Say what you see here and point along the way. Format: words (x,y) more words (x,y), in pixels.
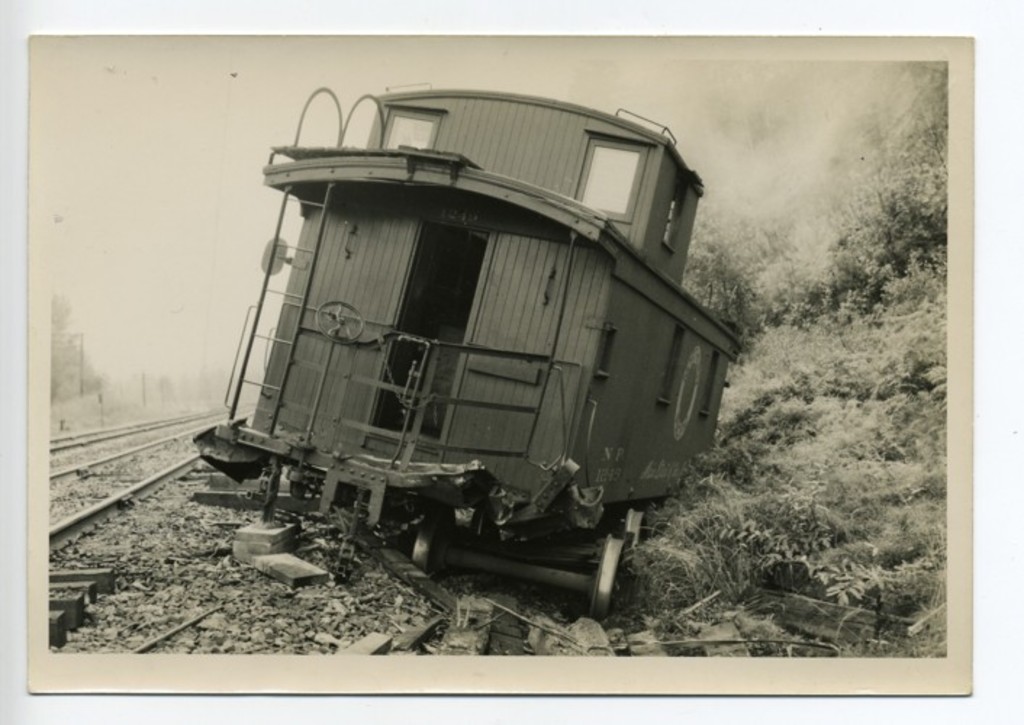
In this image I can see few railway tracks (93,488), grass (794,547) and here I can see a train (539,98). I can see this image is black and white in colour.
